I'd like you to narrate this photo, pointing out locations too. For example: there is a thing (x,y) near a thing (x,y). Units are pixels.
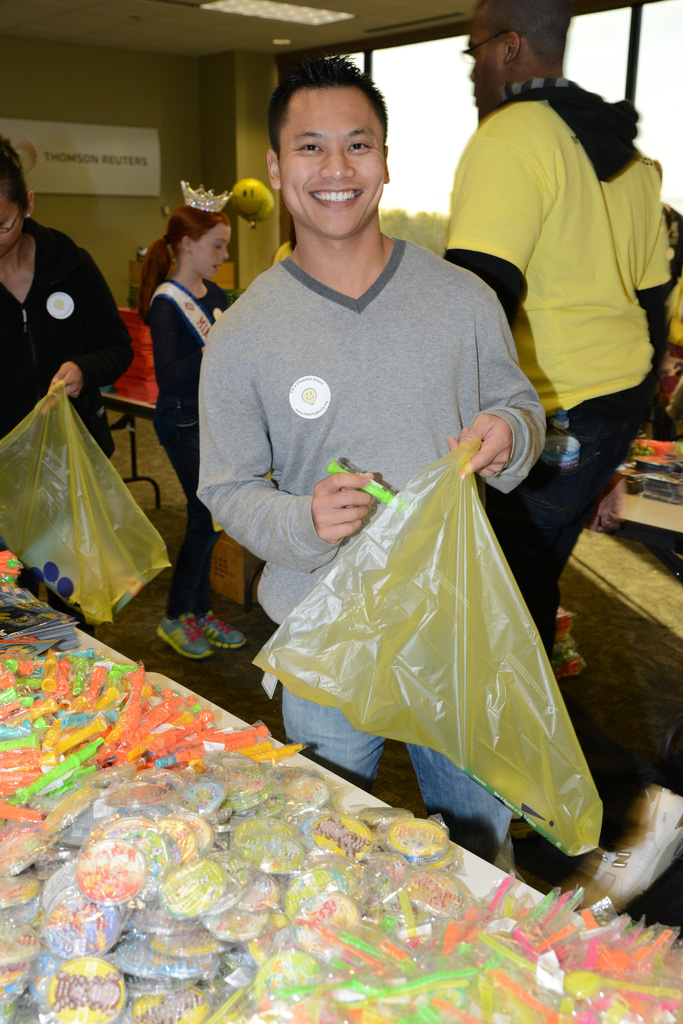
There is a man (325,709) standing and smiling and holding an object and cover (467,535), behind this man (433,794) we can see people (490,170). We can see objects (441,839) on the table (149,725). In the background (229,115) we can see board (53,152) on a wall (117,111) and glass window (437,62). At the top (237,4) we can see lights (346,17).
